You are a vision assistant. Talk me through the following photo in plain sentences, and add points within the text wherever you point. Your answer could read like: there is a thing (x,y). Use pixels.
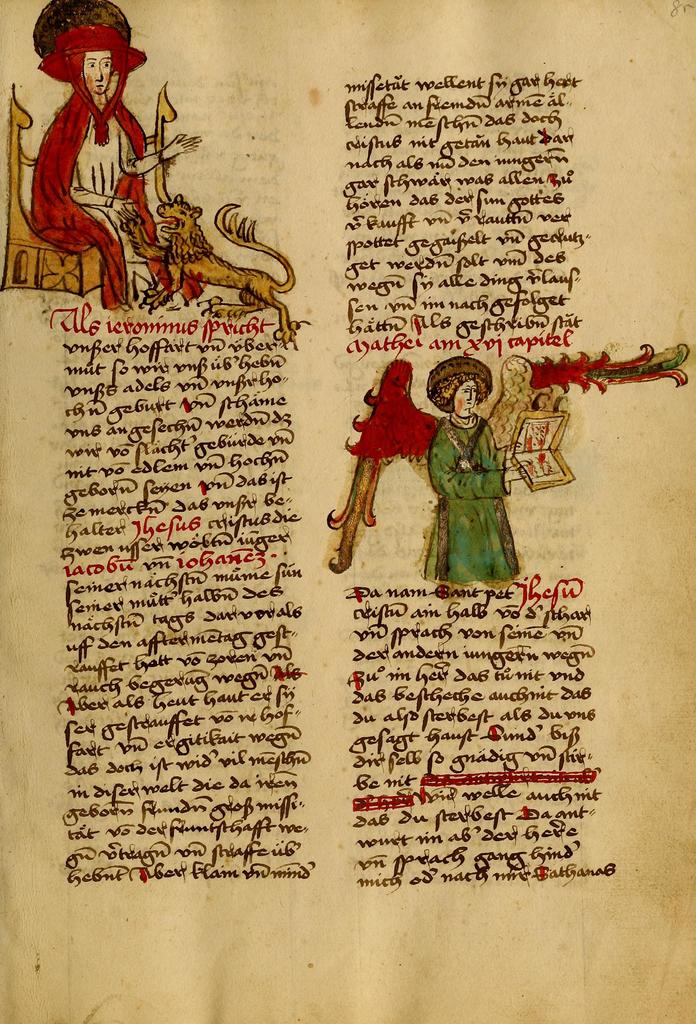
In this image we can see a poster (483,505). We can see few people (454,495) and some text (381,733) on the poster (320,725).
